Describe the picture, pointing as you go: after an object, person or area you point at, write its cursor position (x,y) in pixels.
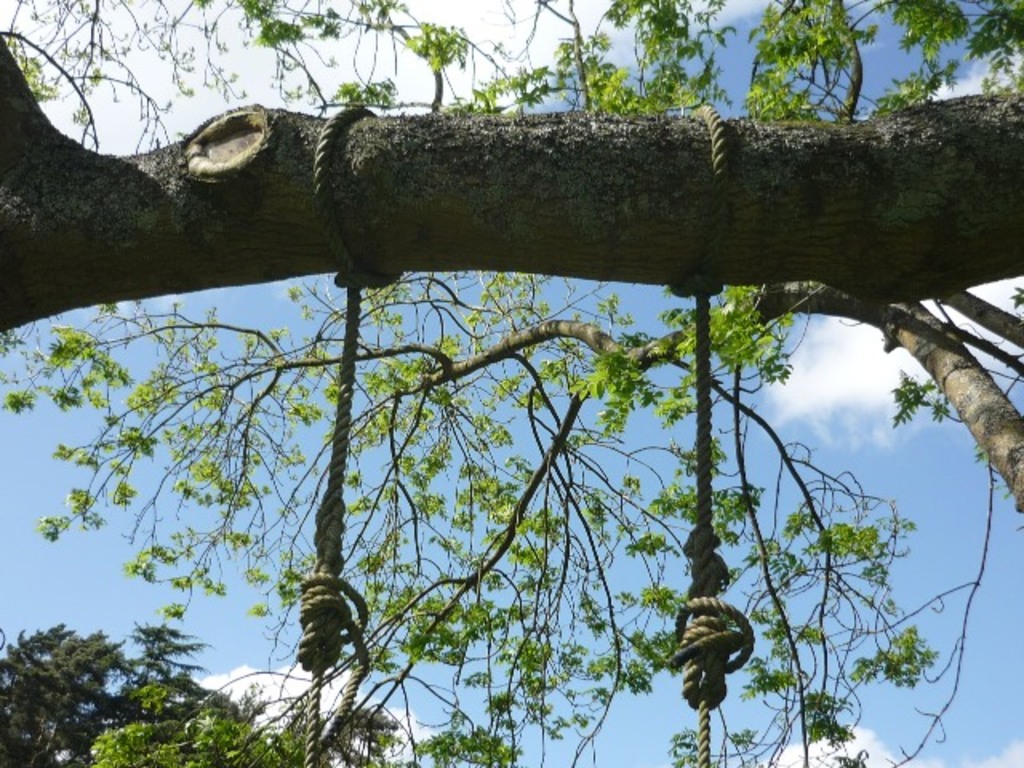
In this image there are two ropes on a branch (504,247) of a tree (463,252), behind the branch (445,256) there are leaves (431,500) and branches (526,496).
